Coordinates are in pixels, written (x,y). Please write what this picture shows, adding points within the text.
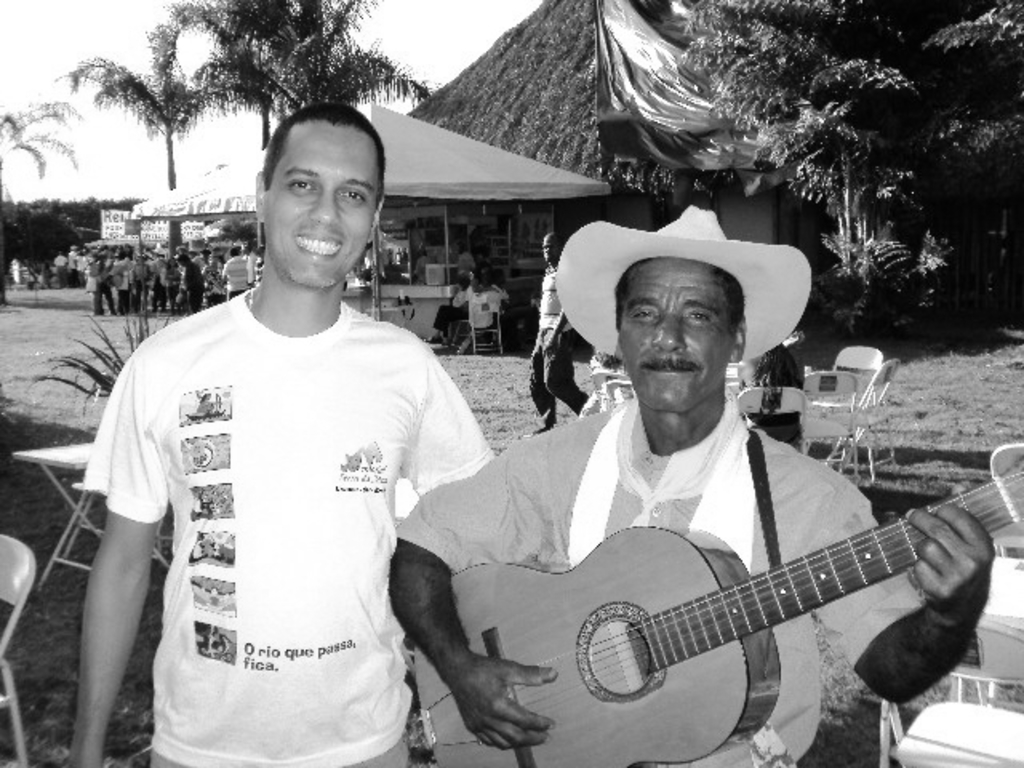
In this image there are two persons (272,490) who are standing on the right side (933,512) the person (668,341) who is standing and he is holding a guitar (690,614). On the background (498,55) there are some houses (487,115) and trees (878,92) are there and in the middle (398,279) there is one tent (402,140) under the tent (197,202) there are some people (155,266) and on the background (816,379) there are some chairs (855,401) and tables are there.
